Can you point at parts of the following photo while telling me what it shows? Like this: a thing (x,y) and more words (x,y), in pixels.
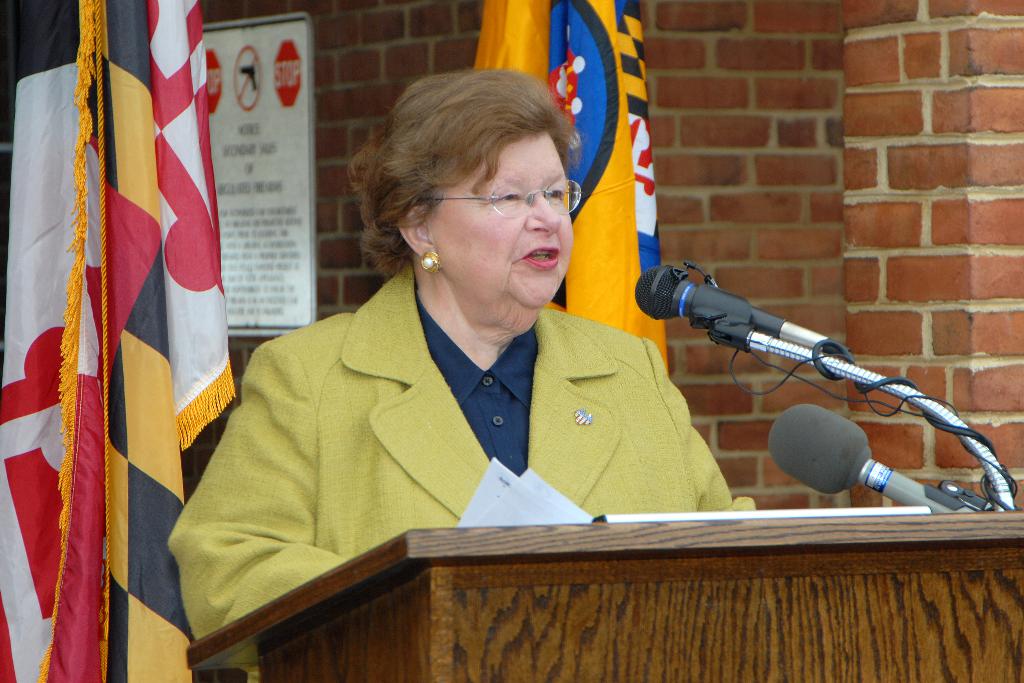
In this picture we can see a woman (305,481) wearing a blazer (361,366), spectacle (501,199) and standing at the podium (955,626) and speaking on mics (794,456) and in the background (648,189) we can see flags (600,97), poster (312,92) on the wall (382,101).
